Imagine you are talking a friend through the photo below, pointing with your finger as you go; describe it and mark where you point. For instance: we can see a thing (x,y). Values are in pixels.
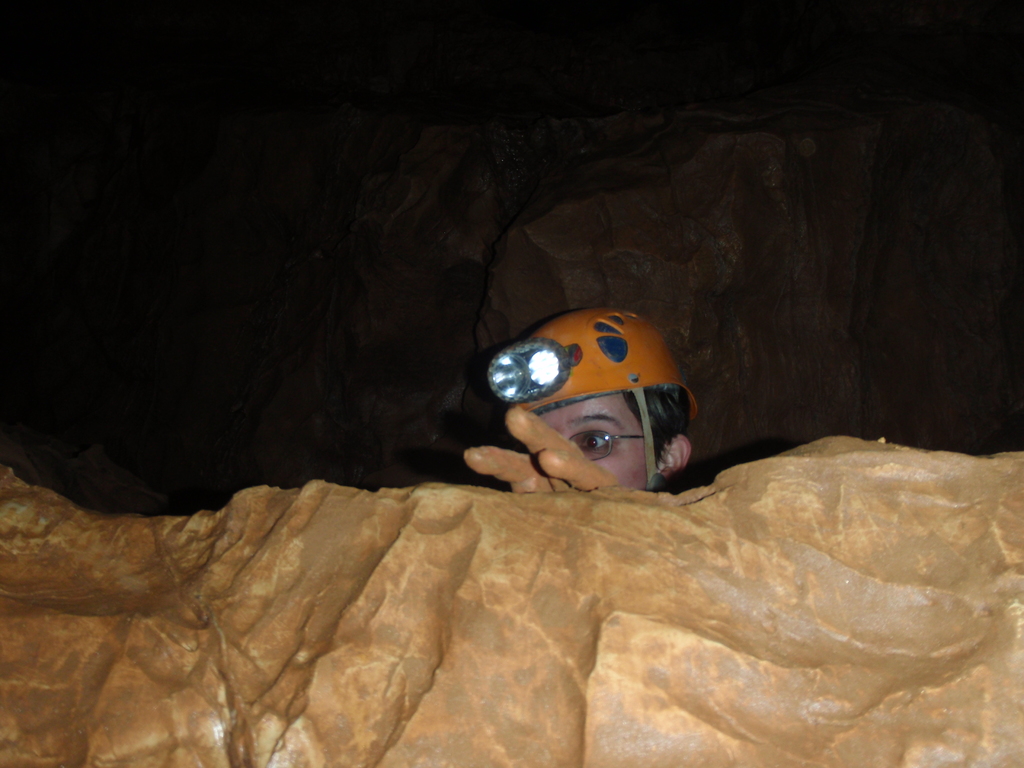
In this image there is a rock (542,561). Behind it there is a person (632,457) wearing spectacles (608,440) and a helmet (611,366) having a light (532,349). Behind him there are rocks (401,309).
